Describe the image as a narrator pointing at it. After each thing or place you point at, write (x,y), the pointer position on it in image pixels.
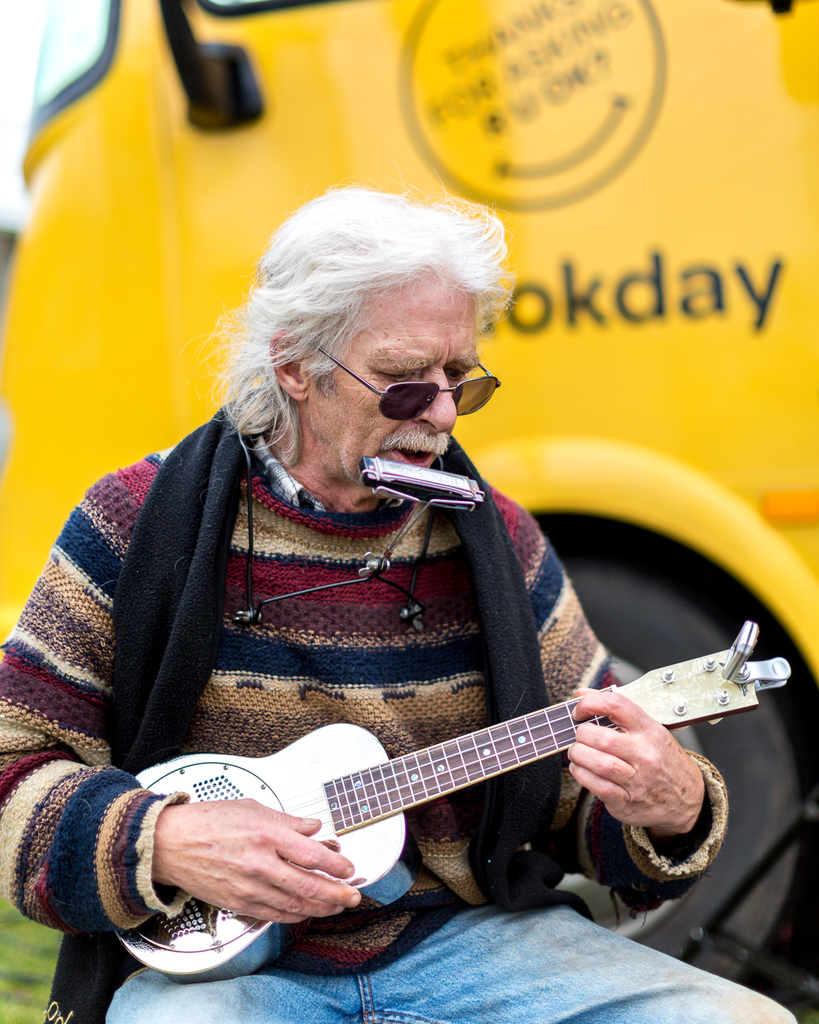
In a picture a person (429,649) is sitting and playing guitar (727,681) there is a mouth organ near to his mouth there is also a vehicle (193,66) present behind him.
